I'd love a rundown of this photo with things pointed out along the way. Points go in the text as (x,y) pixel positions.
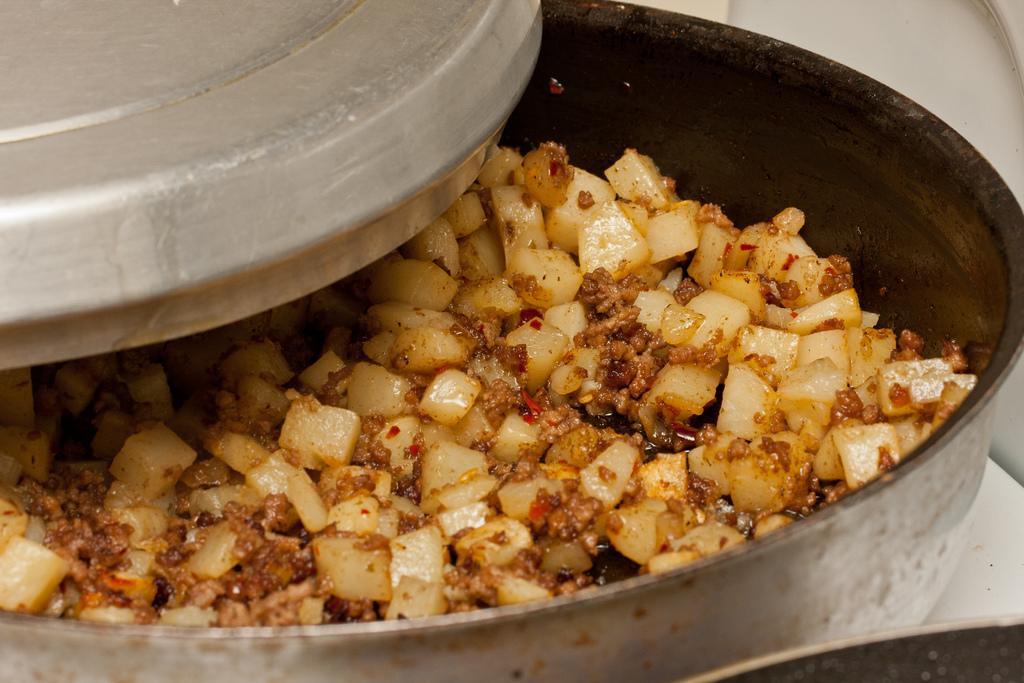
In this image I can see food (739,272) in a partially opened dish (728,76).
